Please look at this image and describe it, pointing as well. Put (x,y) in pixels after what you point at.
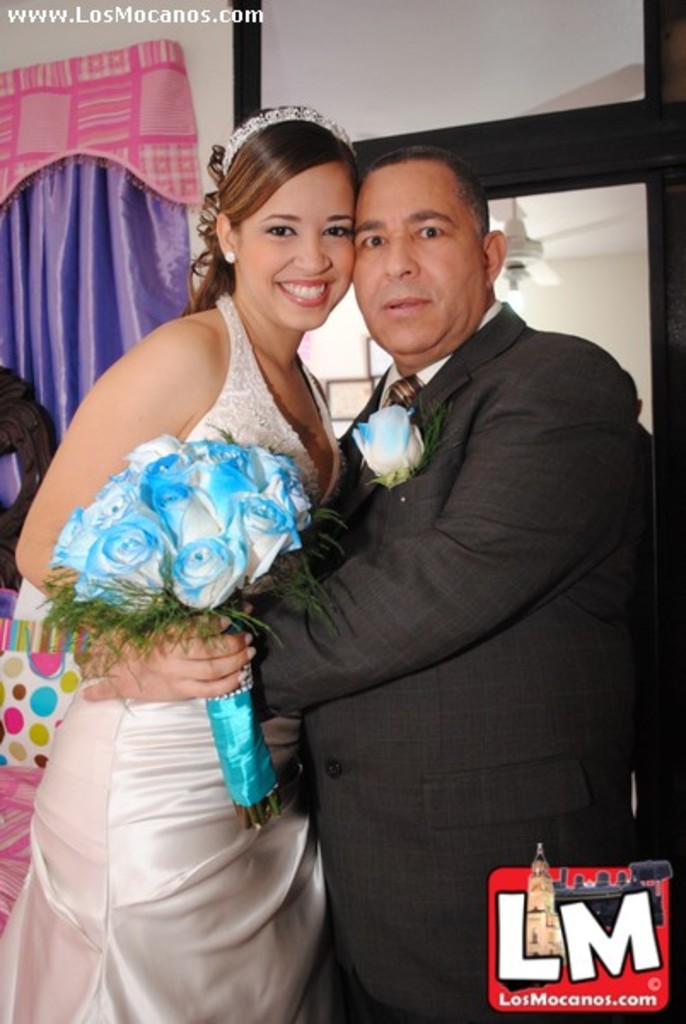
In this image I can see two people (320,453) are standing and wearing white and black color dresses (181,852). They are holding a bouquet (207,572). Back I can see the purple curtain (92,280) and few objects (523,239).
